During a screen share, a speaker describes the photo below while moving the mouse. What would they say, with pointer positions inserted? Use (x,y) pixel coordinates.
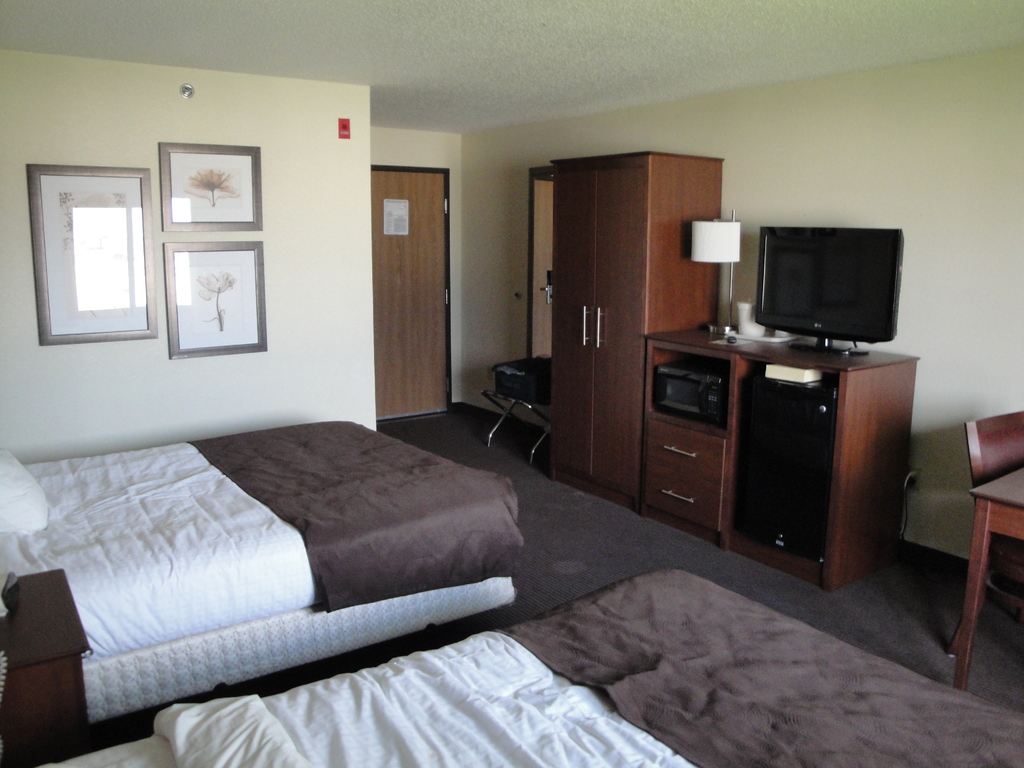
The picture is taken inside a room (339,605). Inside the room (258,651) there are two beds (258,651) in the left (220,564). On the wall (69,145) there are three frames (219,297). In the background (732,419) there is cupboard (622,186), table (717,472) with drawers (709,483). On the table (840,450) there is monitor (804,320), lamp (715,227). Here there is table (1003,501) with a chair (1006,466). This is the door (427,239).
